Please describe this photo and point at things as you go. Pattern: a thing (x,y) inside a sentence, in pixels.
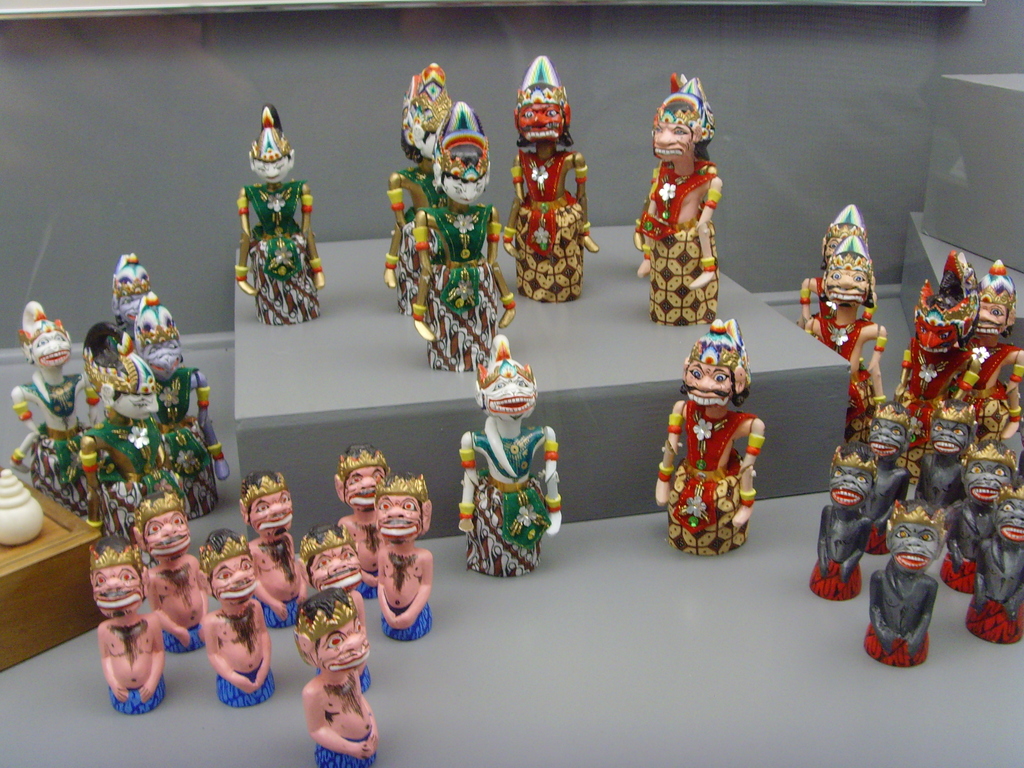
In this image there are puppets (206,440) which are on the surface (604,574) which is grey in colour. On the left side (58,568) there is a wooden box (17,568) and on the top of the wooden box (40,539) there is an object (17,517) which is white in colour.
